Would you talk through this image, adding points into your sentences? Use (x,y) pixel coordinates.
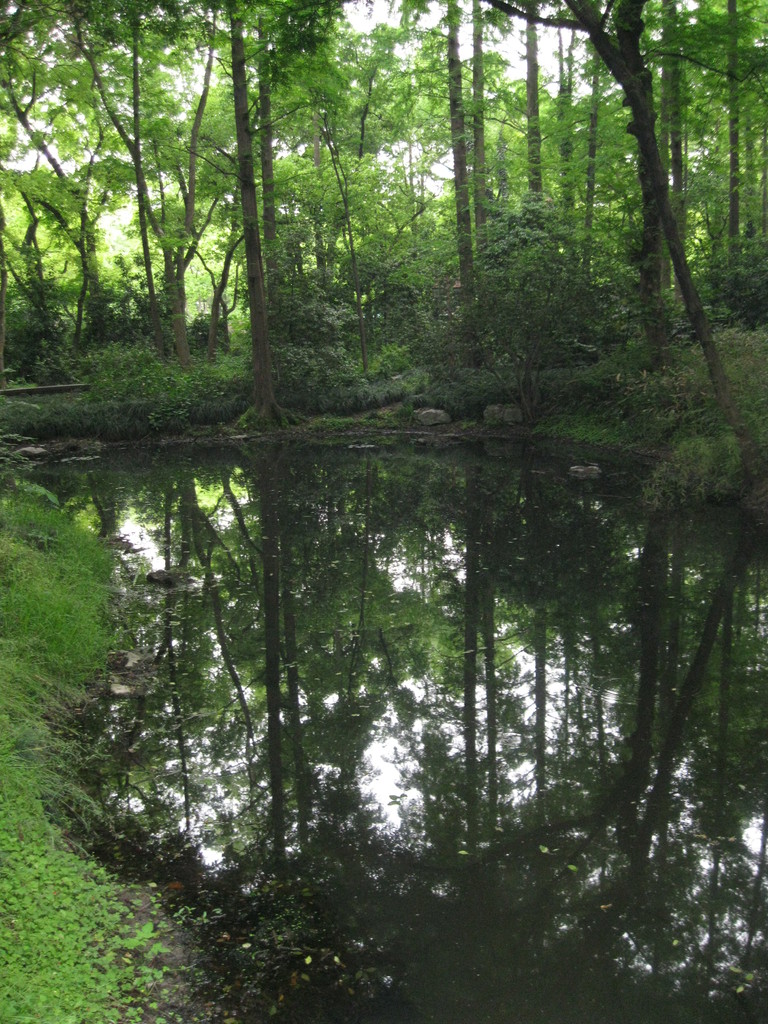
In this picture we can see the small water canal (356,765) in the middle of the image (328,668). Behind there are some tall trees (556,195).
